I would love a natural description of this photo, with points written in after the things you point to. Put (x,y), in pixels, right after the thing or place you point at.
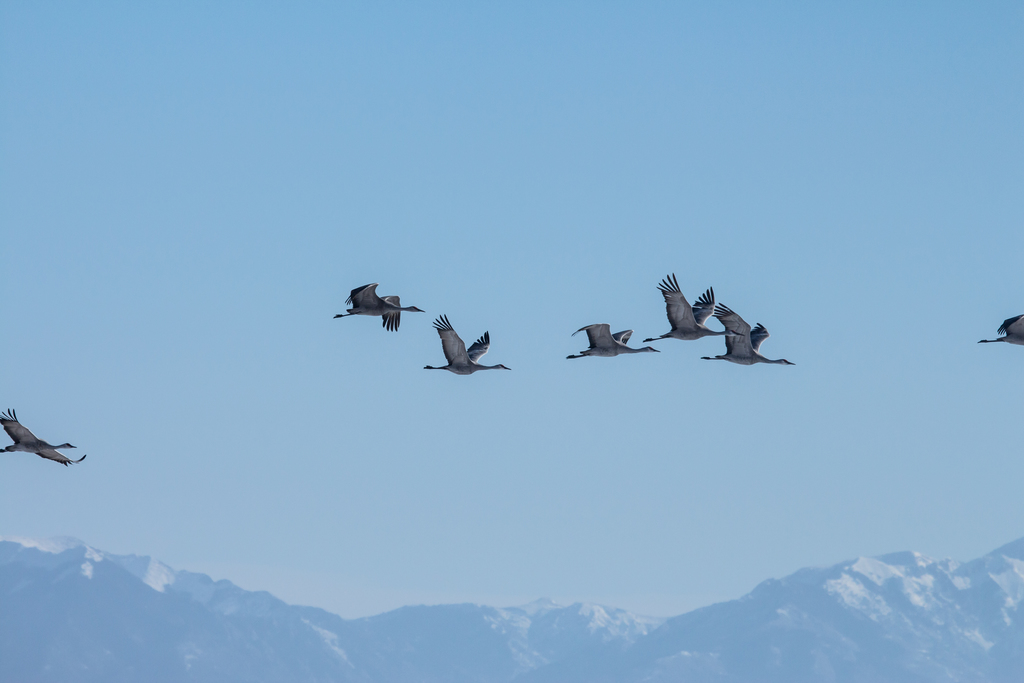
In this image I can see few birds (40,442) flying in air (315,116), the birds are in gray color. Background (54,286) the sky (452,308) is in blue color.
